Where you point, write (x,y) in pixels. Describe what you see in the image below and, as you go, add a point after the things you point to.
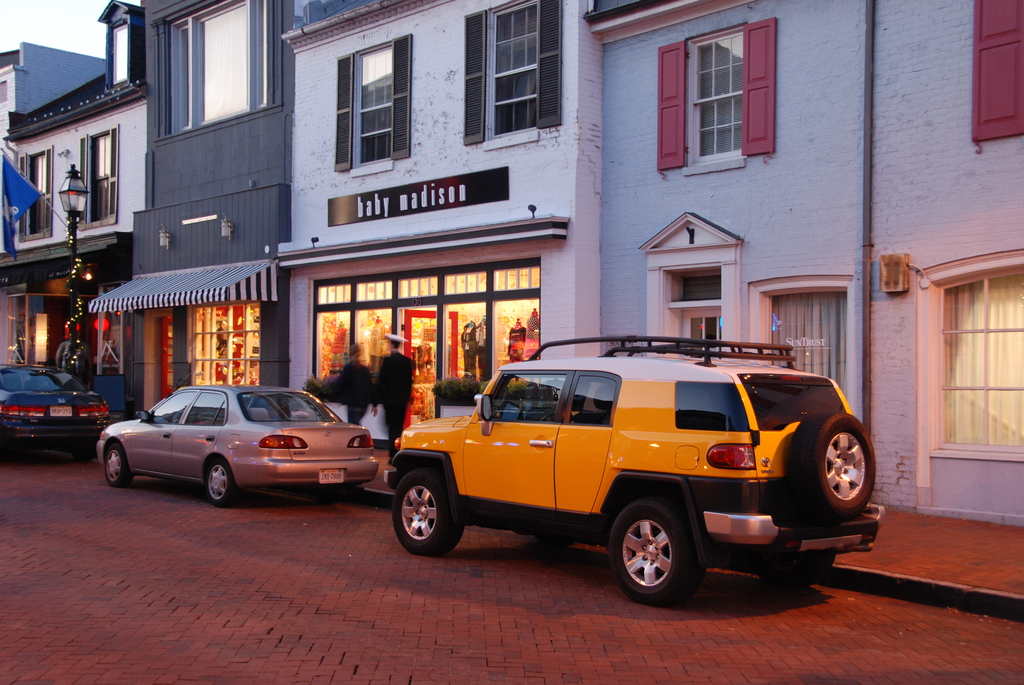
In this image we can see buildings (520,201), name boards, stores (329,308), motor vehicles (584,448) on the road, houseplants (334,389), street pole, street light (78,212), persons (354,413) walking on the footpath (386,461) and sky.
